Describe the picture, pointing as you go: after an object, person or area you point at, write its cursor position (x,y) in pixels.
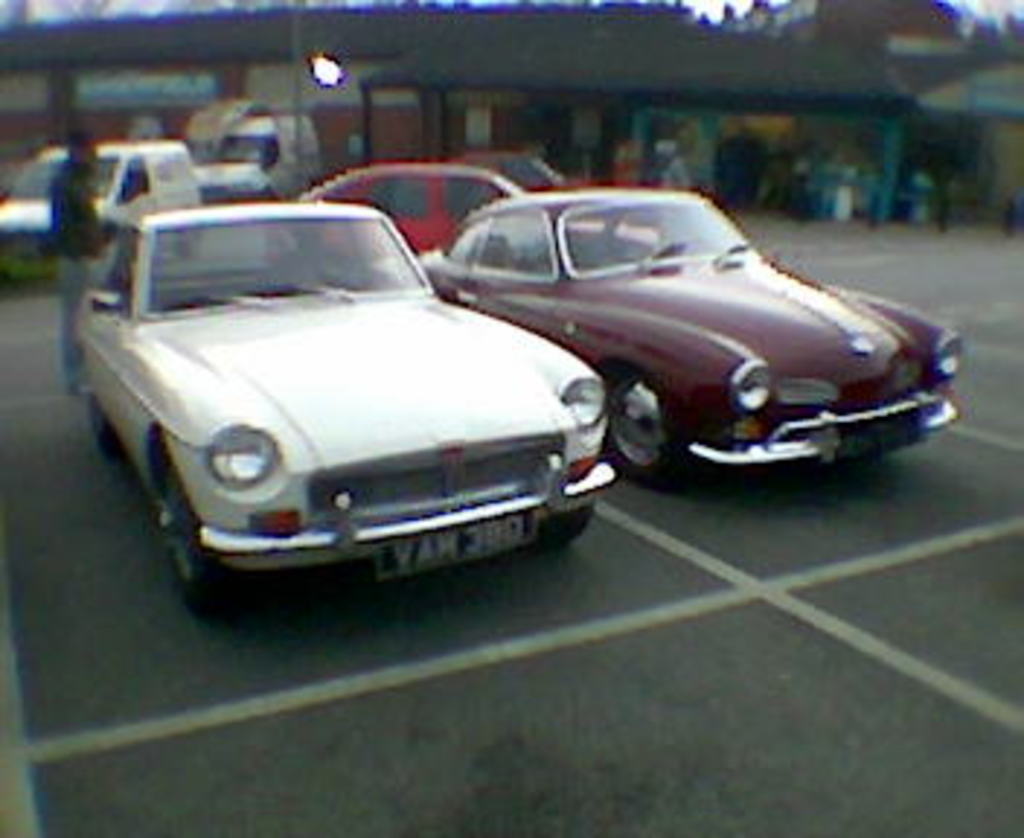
This picture is blur, there is a person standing and we can see cars (590,295) on the road (1007,294). In the background (319,115) we can see wall (319,115).
